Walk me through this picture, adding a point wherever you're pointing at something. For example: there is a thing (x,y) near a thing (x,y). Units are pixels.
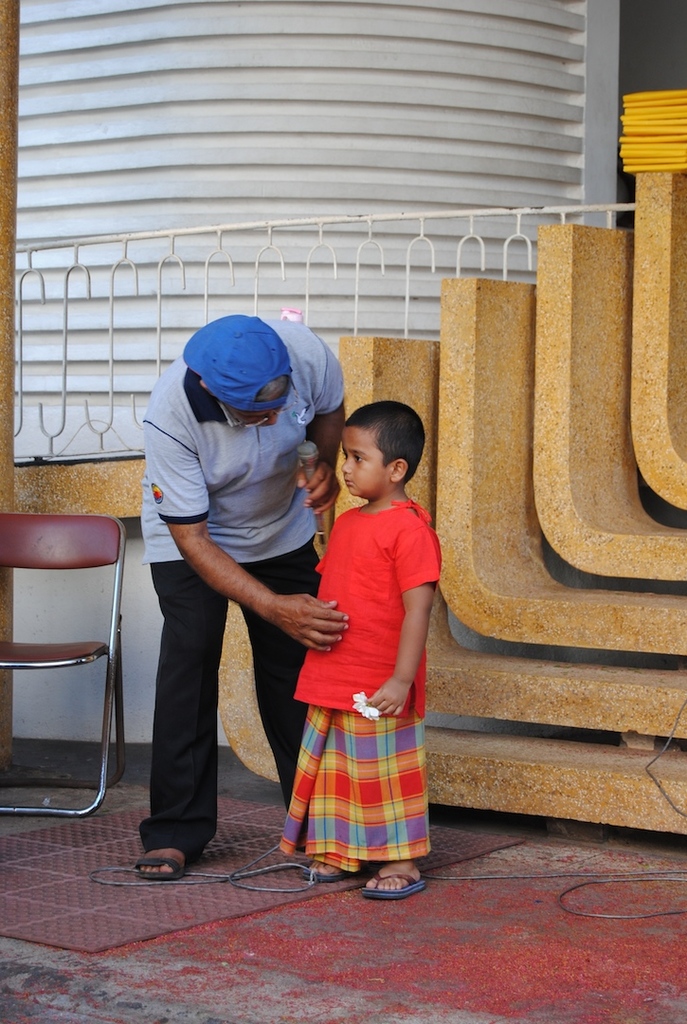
In this image i can see a man (237,442) and a child (369,549) at left (85,521) i can see a chair (85,521) at the background (169,122) i can see a building (205,114).
